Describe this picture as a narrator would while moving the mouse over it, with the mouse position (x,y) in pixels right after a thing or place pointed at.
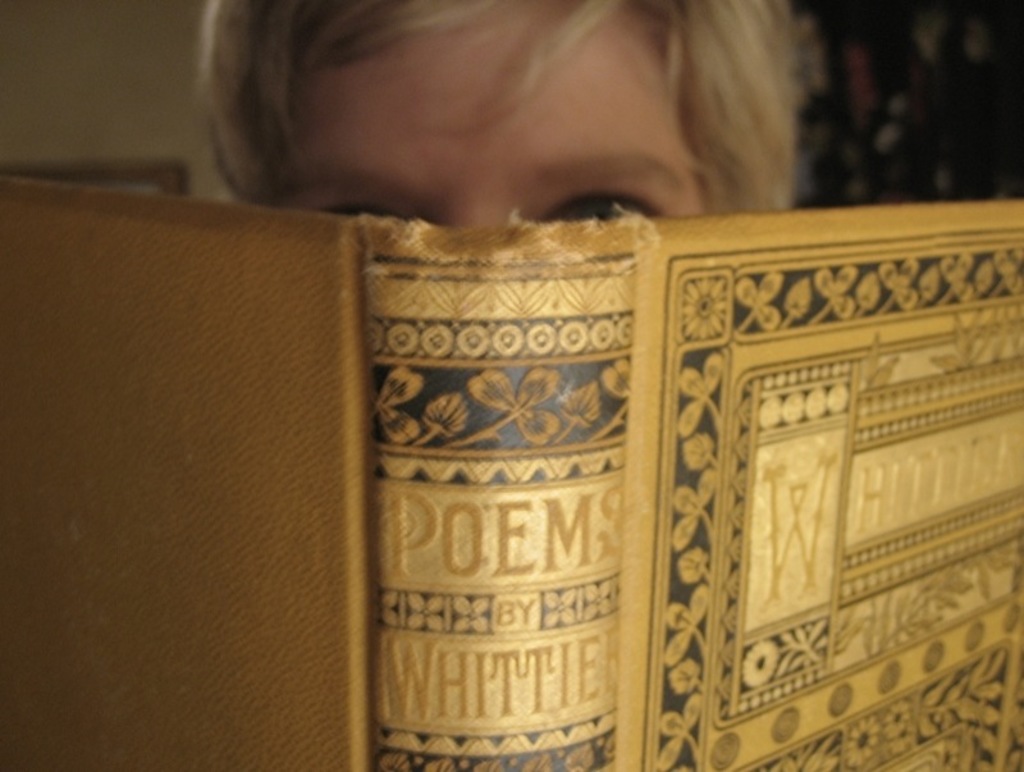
In this picture we can see a person (493,168), in front of this person (493,168) we can see a book (656,253) and in the background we can see a wall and some objects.
